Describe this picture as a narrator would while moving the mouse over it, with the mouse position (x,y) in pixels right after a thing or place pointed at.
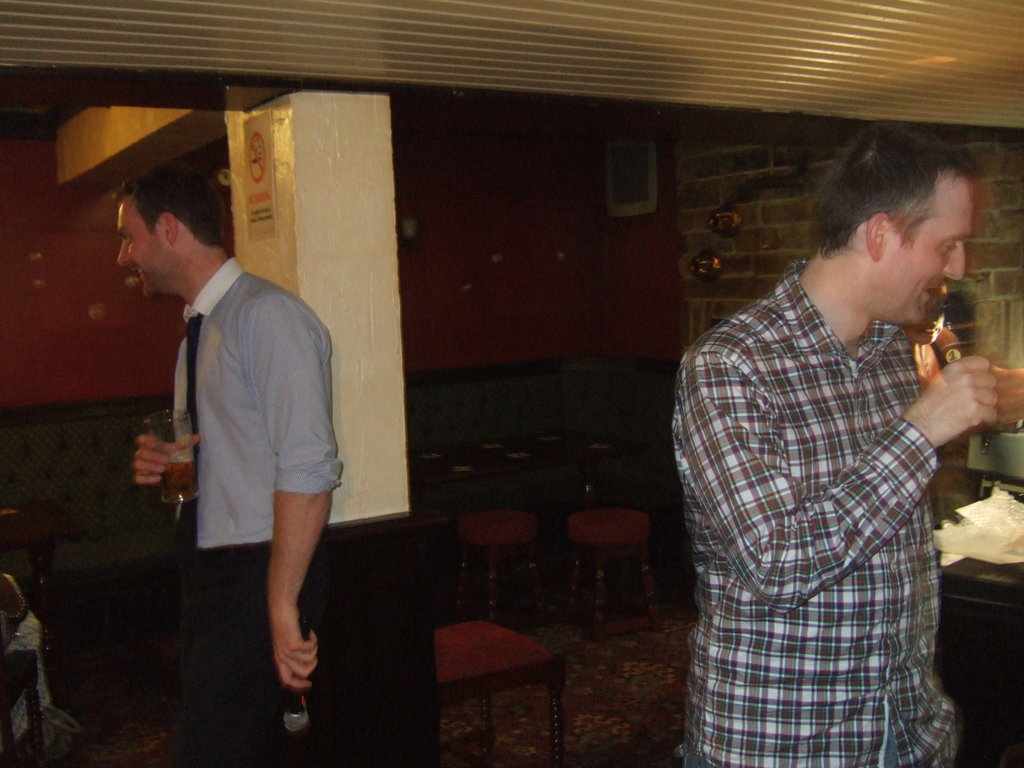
In the picture there are two men (286,365), first man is drinking a drink (156,459) his holding something in his hand (295,643) it looks like a mike (288,711), the second person (816,688) is standing and talking, behind them there are some tables (582,483) and chairs (611,514) it might be a restaurant (570,489) there is a pillar (348,379) in between, in the background (491,227) there is a red color wall (548,250) and photo frame (620,155) the wall (639,260), to the right side (714,189) there is a brick wall (715,211).
